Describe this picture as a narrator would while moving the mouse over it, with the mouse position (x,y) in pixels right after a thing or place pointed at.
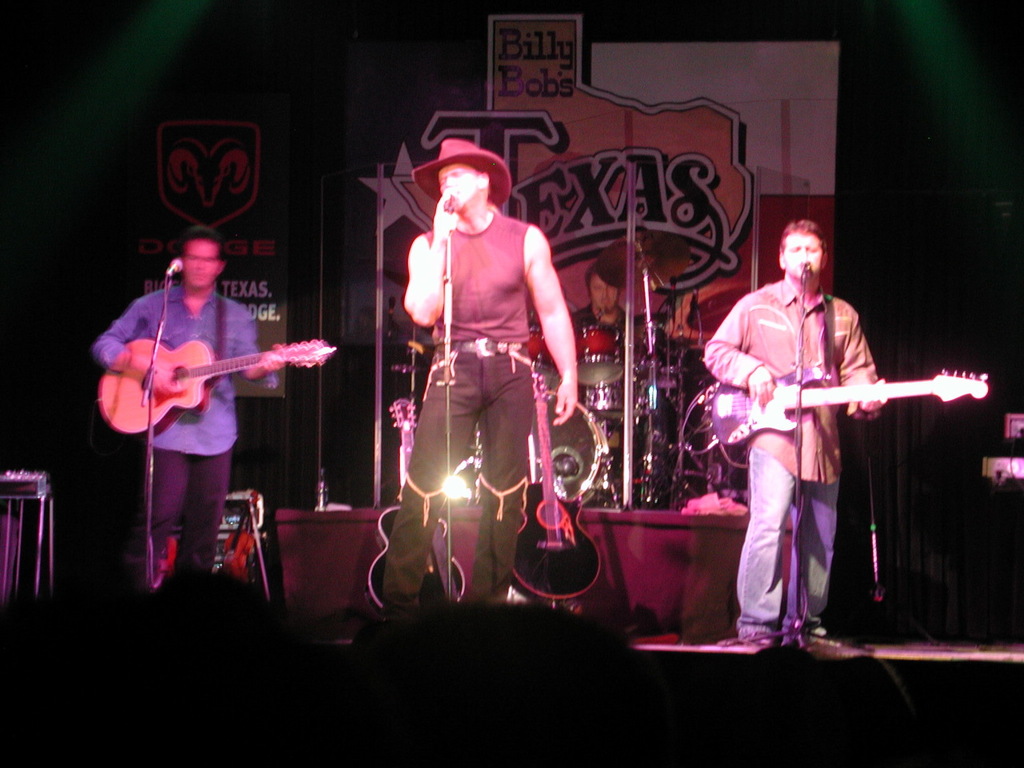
In this image i can see few people (458,184) standing, few of them are holding musical instruments (295,359) in their hands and a person (458,237) a microphone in his hand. In the background (618,196) i can see some banners (588,143).
